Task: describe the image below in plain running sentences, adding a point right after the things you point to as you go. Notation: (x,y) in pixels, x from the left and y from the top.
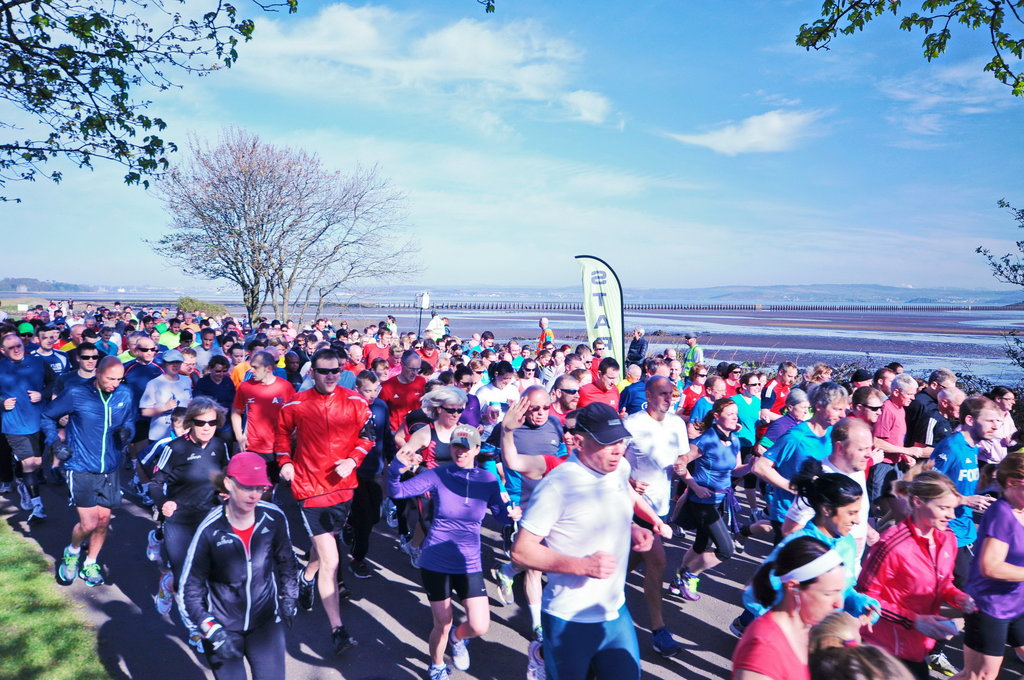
This picture describes about group of people (441,363), few are standing and few are running on the road (377,555), in the background (599,318) we can see few trees (388,238), clouds (555,209) and a hoarding (591,335).
